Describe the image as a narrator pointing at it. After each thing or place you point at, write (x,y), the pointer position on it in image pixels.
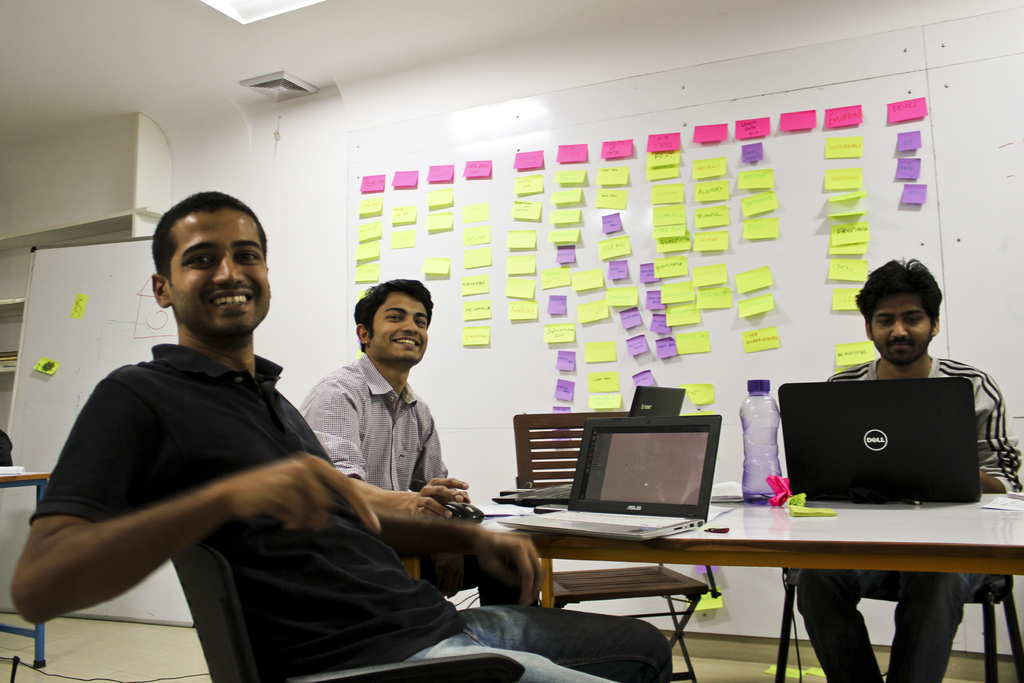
In this picture we can see three people (206,441) sitting on the chairs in front of the table (706,539) on which there are some laptops (694,505), bottle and some clips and behind them there is a wall (598,129) on which some stick notes (662,148) are pasted of pink, yellow and purple color and beside them there is a white board (55,347) on the floor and a table (30,474).
